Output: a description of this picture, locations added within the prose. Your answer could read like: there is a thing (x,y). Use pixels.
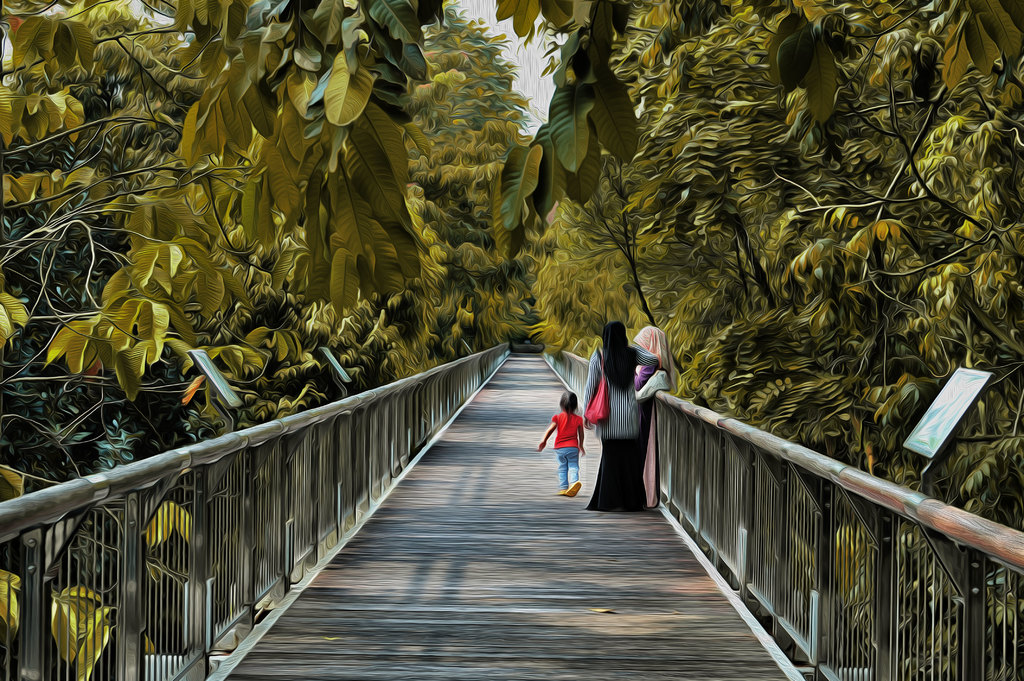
This picture contains two women (619,438) are standing on the bridge (662,411) and a girl (572,415) in red dress (570,445) is walking on the bridge (606,568). On either side of the bridge (509,448), there are sign boards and trees (331,393).
